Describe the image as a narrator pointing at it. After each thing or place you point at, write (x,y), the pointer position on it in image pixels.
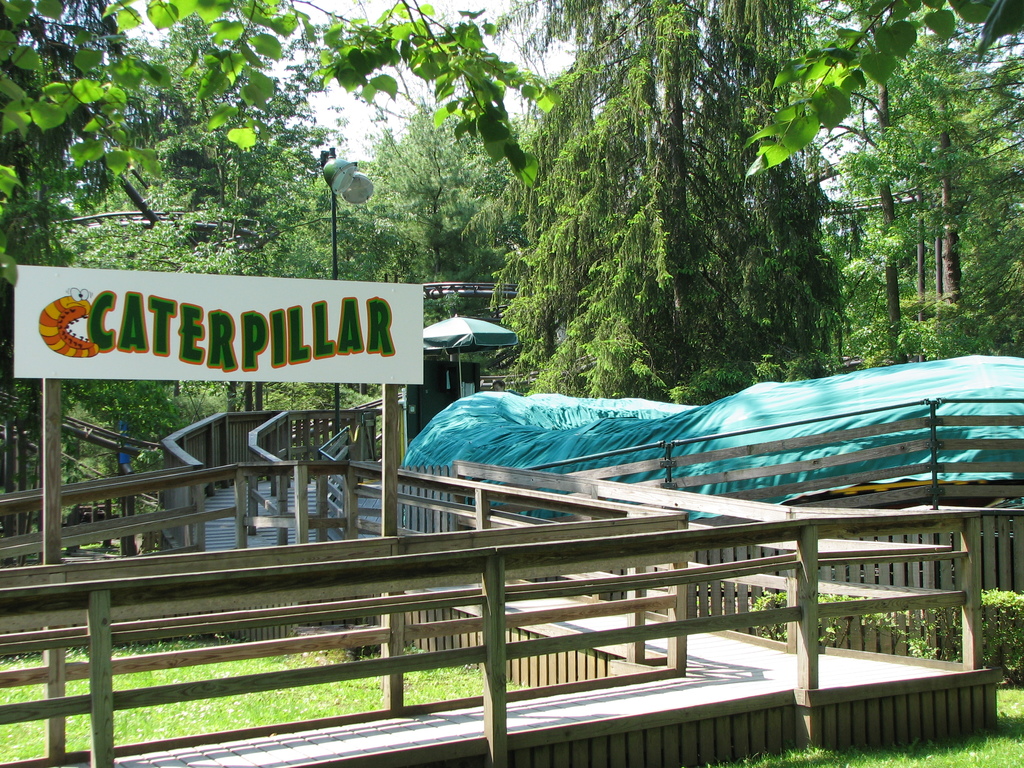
In this image there is a board (217,335) in the middle (345,372). At the bottom (377,628) there is a wooden fence (639,492). In the background (646,108) there are so many trees (430,118). On the right side (1002,376) there are blue colour mats (547,413). At the top (358,115) there is sky (357,102).
